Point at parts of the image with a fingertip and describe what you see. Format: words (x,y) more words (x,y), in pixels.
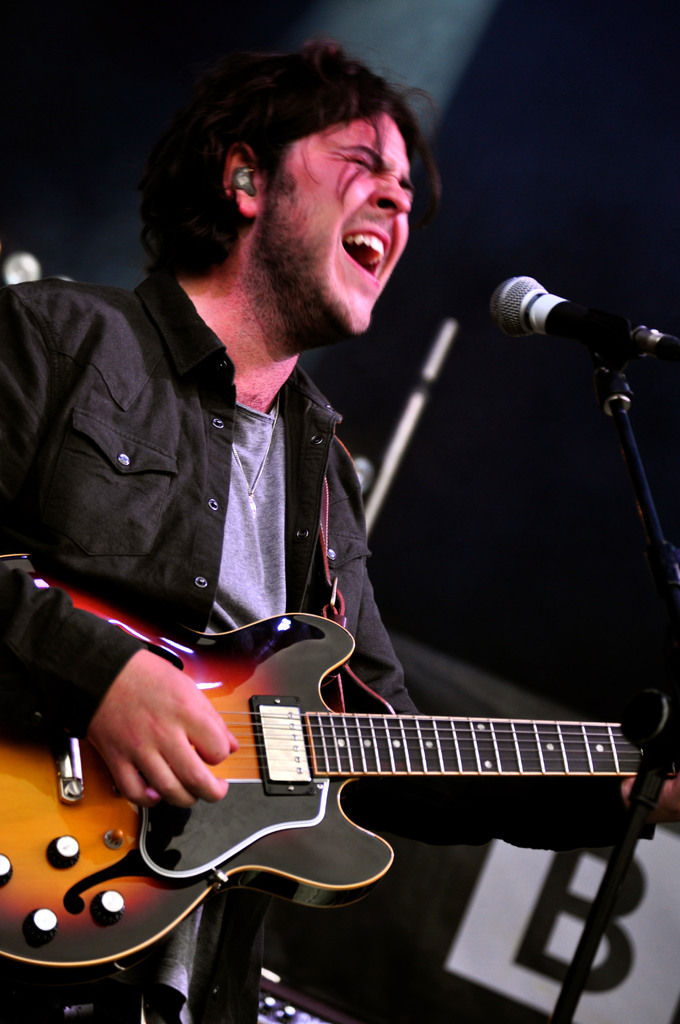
The person (254,251) wearing black dress (184,462) is singing in front of a mic (627,333) and playing guitar (267,744).
